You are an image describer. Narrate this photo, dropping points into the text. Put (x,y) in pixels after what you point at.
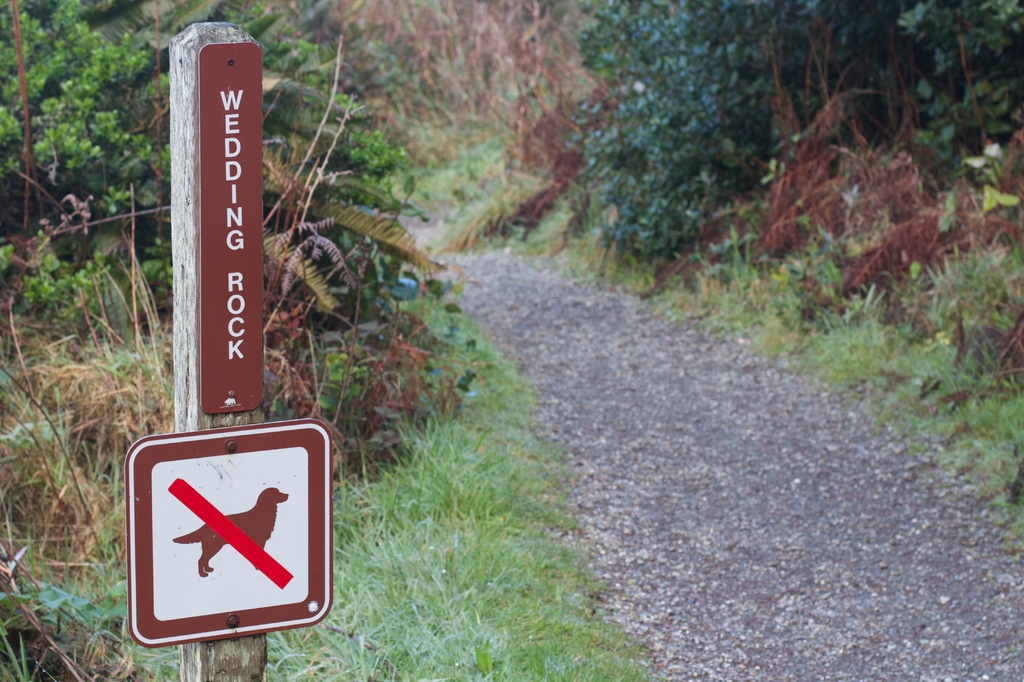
In this image, we can see a board (180,540) and in the background (383,87), there are trees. At the bottom (415,532), there is grass (557,502) and ground (643,495).
